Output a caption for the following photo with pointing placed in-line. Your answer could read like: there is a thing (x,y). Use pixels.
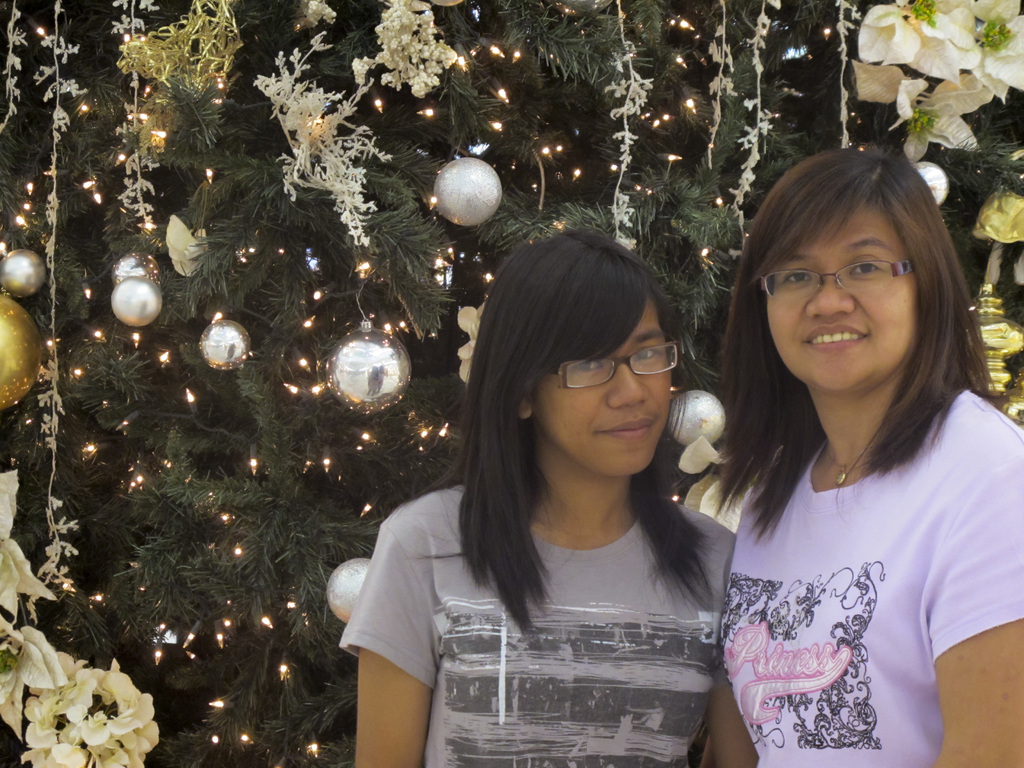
In the image there are two asian girls (813,376) standing in front of the christmas tree (529,171).
